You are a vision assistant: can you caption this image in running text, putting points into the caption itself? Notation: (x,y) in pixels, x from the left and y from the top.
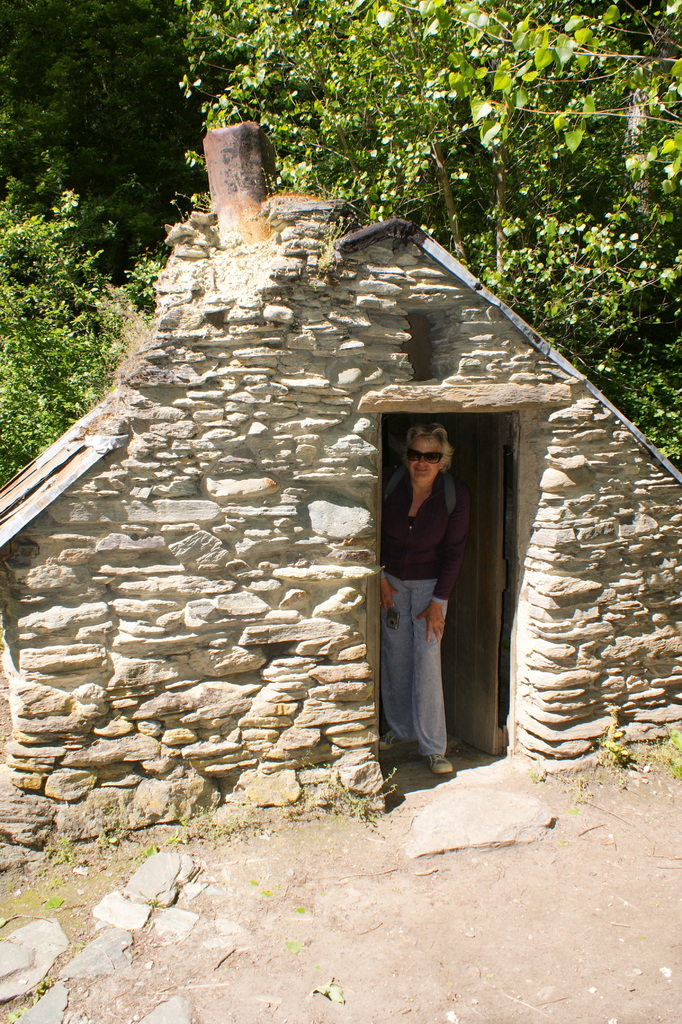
In this image I can see person (405,528) standing inside the house (70,726). Back Side I can see trees (466,53).
